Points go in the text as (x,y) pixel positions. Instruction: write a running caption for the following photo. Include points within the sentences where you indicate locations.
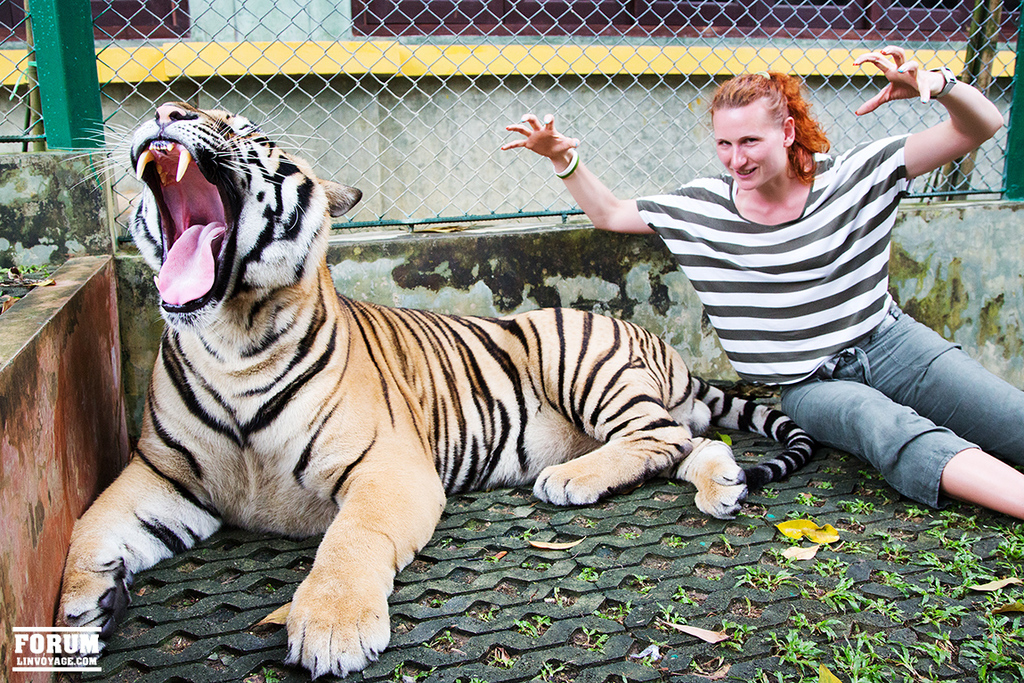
In this image I can see an animal (248,390) and the animal (355,446) is in brown and cream color and I can also see the person (759,349) sitting. In the background (463,37) I can see the railing (490,102).
